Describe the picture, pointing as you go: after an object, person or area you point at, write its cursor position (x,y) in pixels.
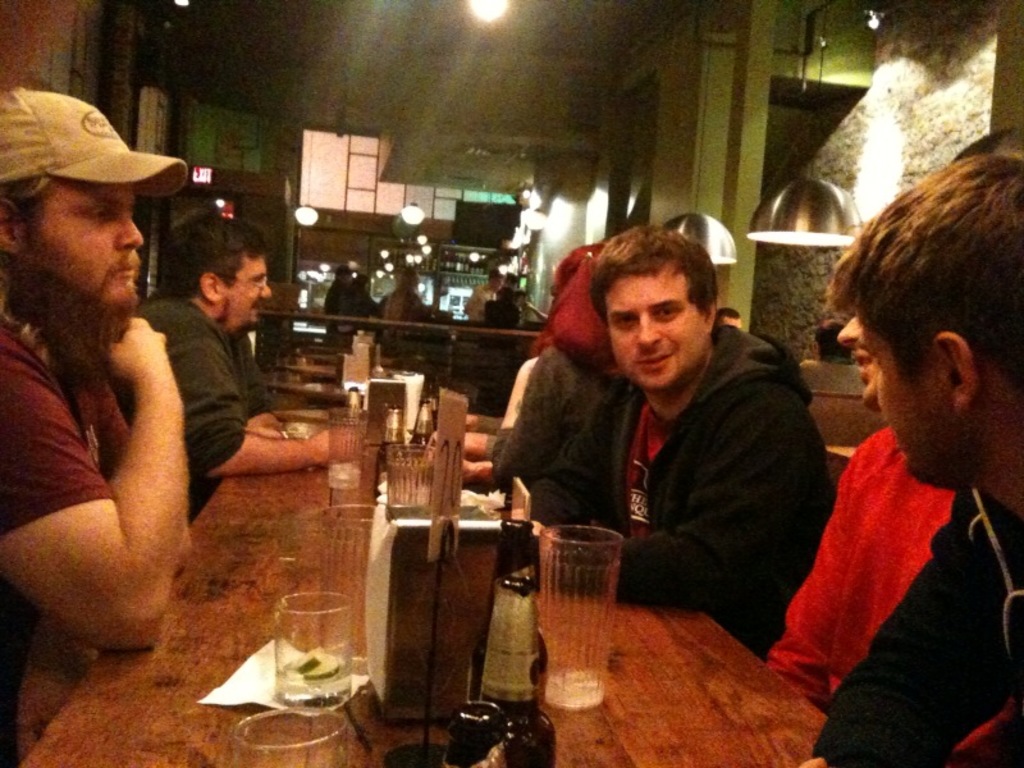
In this image I can see a table (223,599) on the table (223,599) I can see bottles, glasses (280,626) and tissue paper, at the top (14,232) I can see lights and persons (511,279) and the wall (591,146).
